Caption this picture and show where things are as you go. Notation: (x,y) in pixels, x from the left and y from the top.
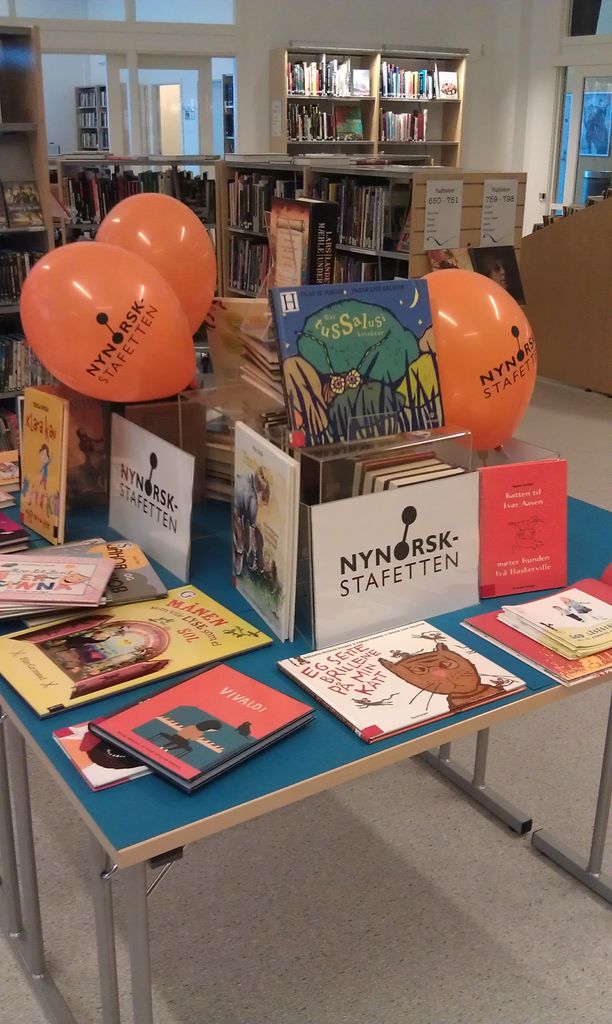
The picture is a library (163,158). In the foreground (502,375) there is a table (205,814). On the table (297,775) there are books (300,662), balloons (486,393). In the background (481,213) there are bookshelves (147,160). On the top right (569,131) there is a window (563,126). On the top left (156,95) there is a door (171,124).
